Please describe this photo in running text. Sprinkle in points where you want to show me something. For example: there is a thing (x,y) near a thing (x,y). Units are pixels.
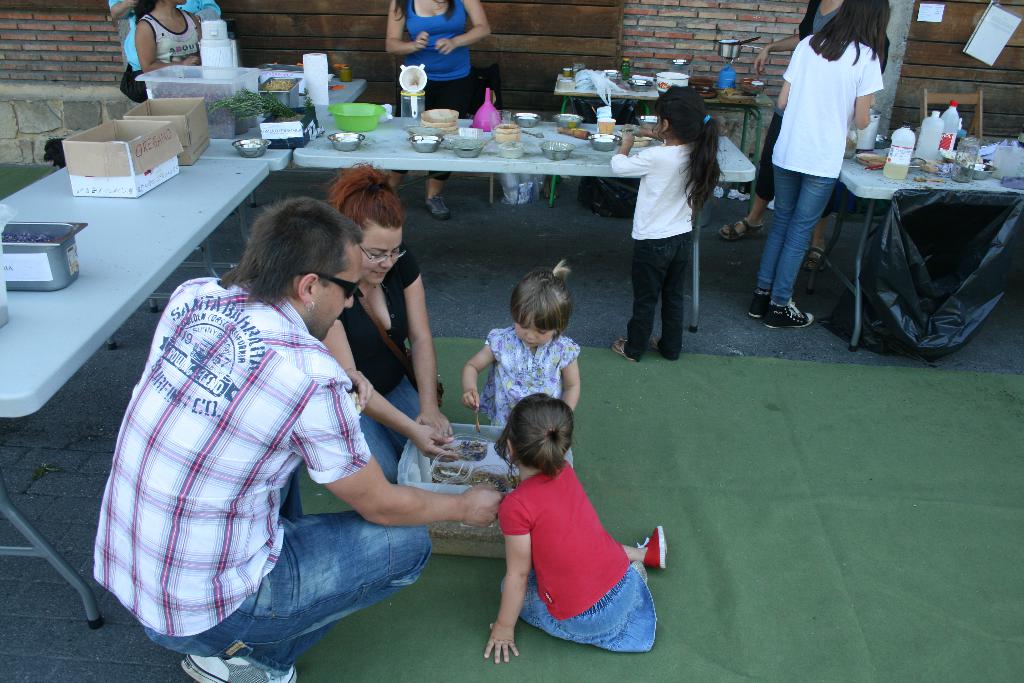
This is a wall (729,30) with bricks (71,32). We can see few persons (861,72) standing in front of a table (539,157) and on the table (562,173) we can see bowls (566,154), funnel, jar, boxes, containers (19,243). Here on the floor (641,423) we can see four persons (292,533) and this is a box (486,436). Here we can see a table (752,102) and on the table (739,102) we can see a stove (735,78) and there is a vessel (741,46) on it. We can see a black cover (980,271) which is attached to a table (1023,189) here.
